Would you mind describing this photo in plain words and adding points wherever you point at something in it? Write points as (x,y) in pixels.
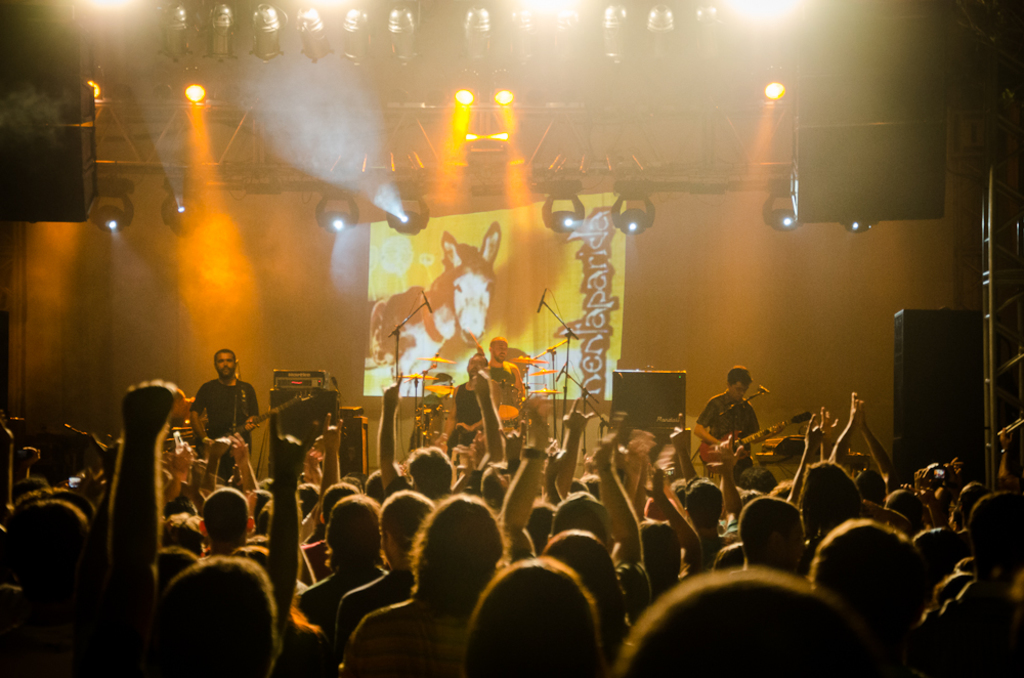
This picture describes about group of people (626,472), in the background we can see few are playing musical instruments (525,385) in front of the microphones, beside to them we can see few speakers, lights (558,226) and metal rods (684,155).
